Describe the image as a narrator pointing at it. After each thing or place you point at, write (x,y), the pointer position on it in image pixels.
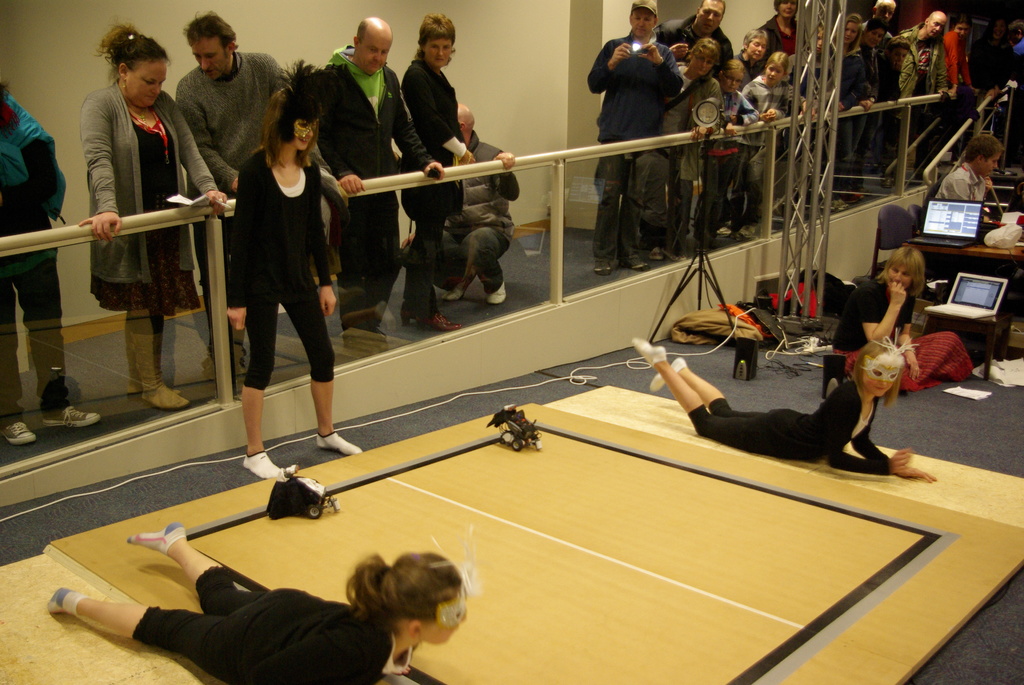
Here we can see two persons (880,466) are laying on the floor (81,640) and there are toys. There are some persons (284,167) standing on the floor (707,362). Here we can see laptops (1003,285), table (993,255), chairs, and papers (964,388). In the background (591,106) there is a wall (549,68).
